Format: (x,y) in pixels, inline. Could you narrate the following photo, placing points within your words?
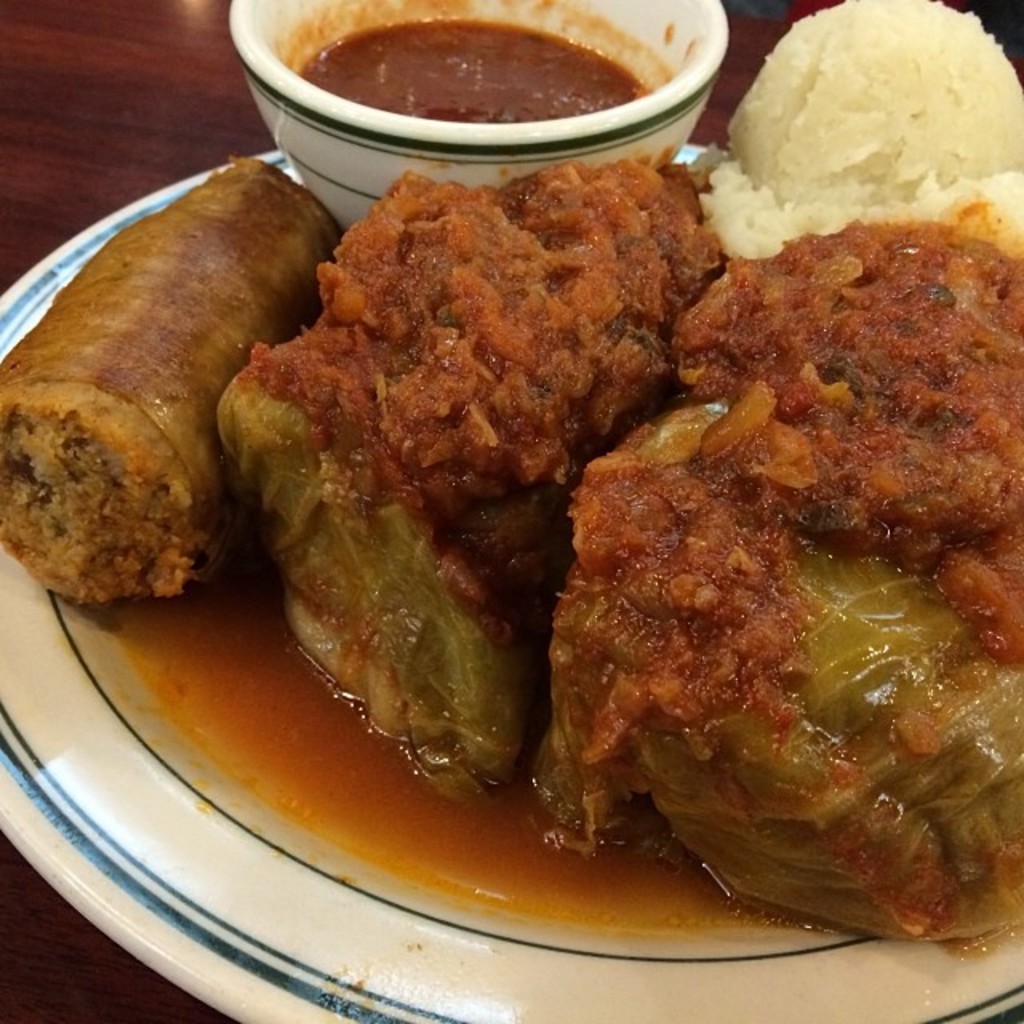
In this picture we can see plate (110,810), food (393,229) and bowl (362,158) on the wooden platform (140,116).
